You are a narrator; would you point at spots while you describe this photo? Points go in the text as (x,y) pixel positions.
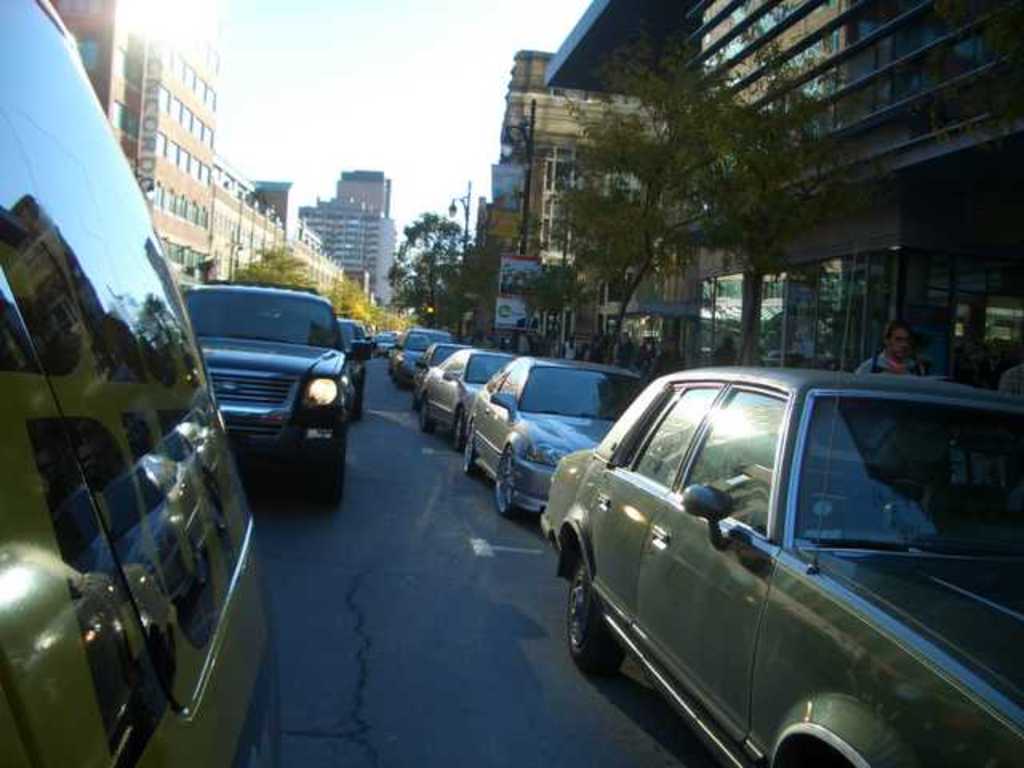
In the image there are cars (553,386) on either side of the road (391,687) and there are buildings (966,253) behind it with trees (421,243) in front of them and above its sky (412,75).
